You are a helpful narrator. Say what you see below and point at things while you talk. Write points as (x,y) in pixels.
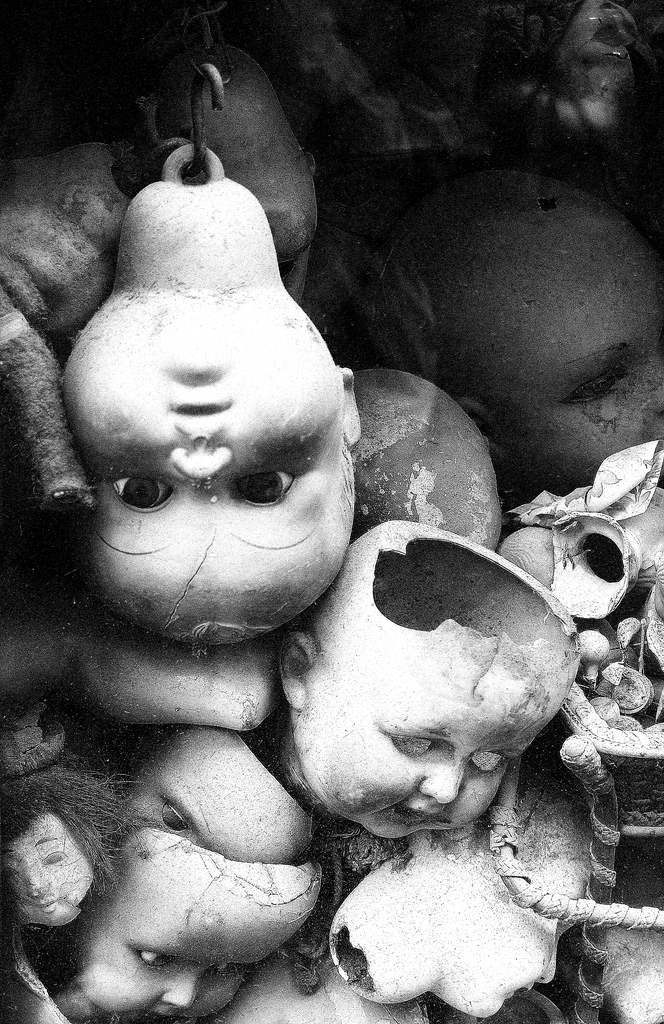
In this image I can see few toy faces (245,339) and the image is in black and white.
